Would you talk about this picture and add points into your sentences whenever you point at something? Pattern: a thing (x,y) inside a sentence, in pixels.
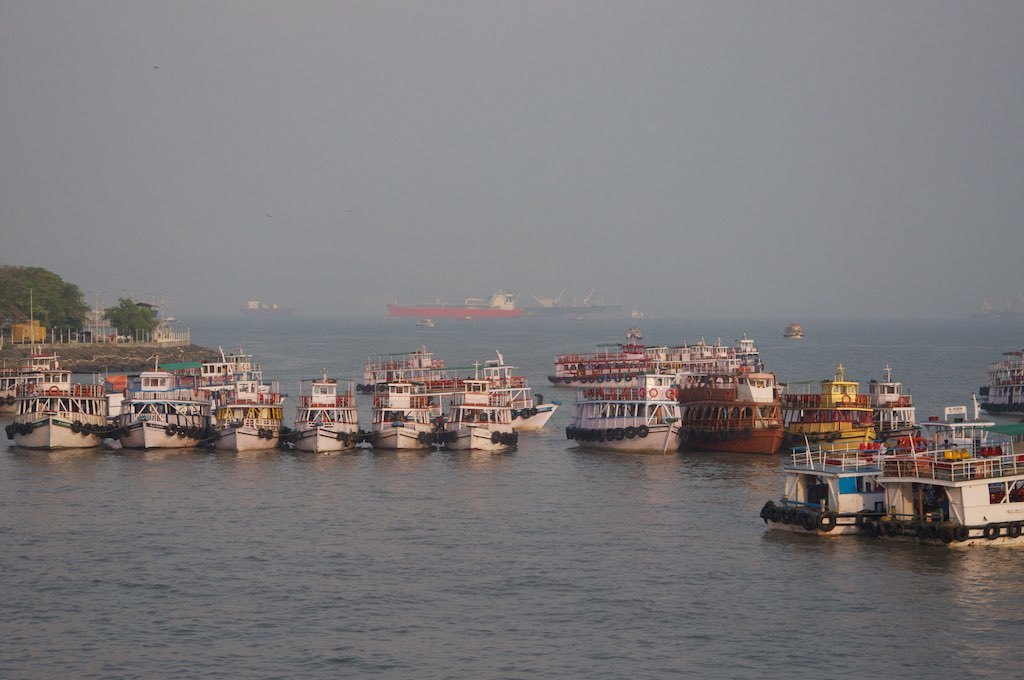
These are the boats (756,422) and ships (492,306) on the water (644,326). On the left side of the image (126,311), I can see the trees (64,304). This is the sky (483,178). This looks like a sea (548,383). I think these are the life saving tubes (293,436), which are hanging to the boats (813,442).
